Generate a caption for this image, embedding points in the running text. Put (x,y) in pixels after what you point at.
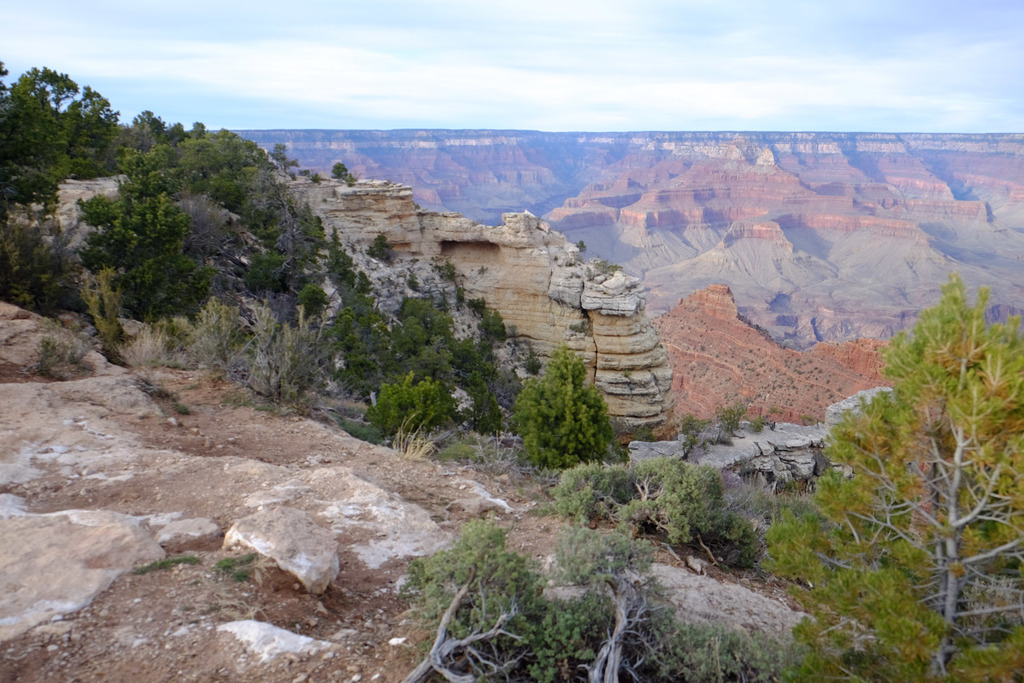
In this image there are mountains (513,245), trees (922,313), plants (748,524), and some rocks (456,507). And at the top of the image (376,42) there is sky (368,100).
